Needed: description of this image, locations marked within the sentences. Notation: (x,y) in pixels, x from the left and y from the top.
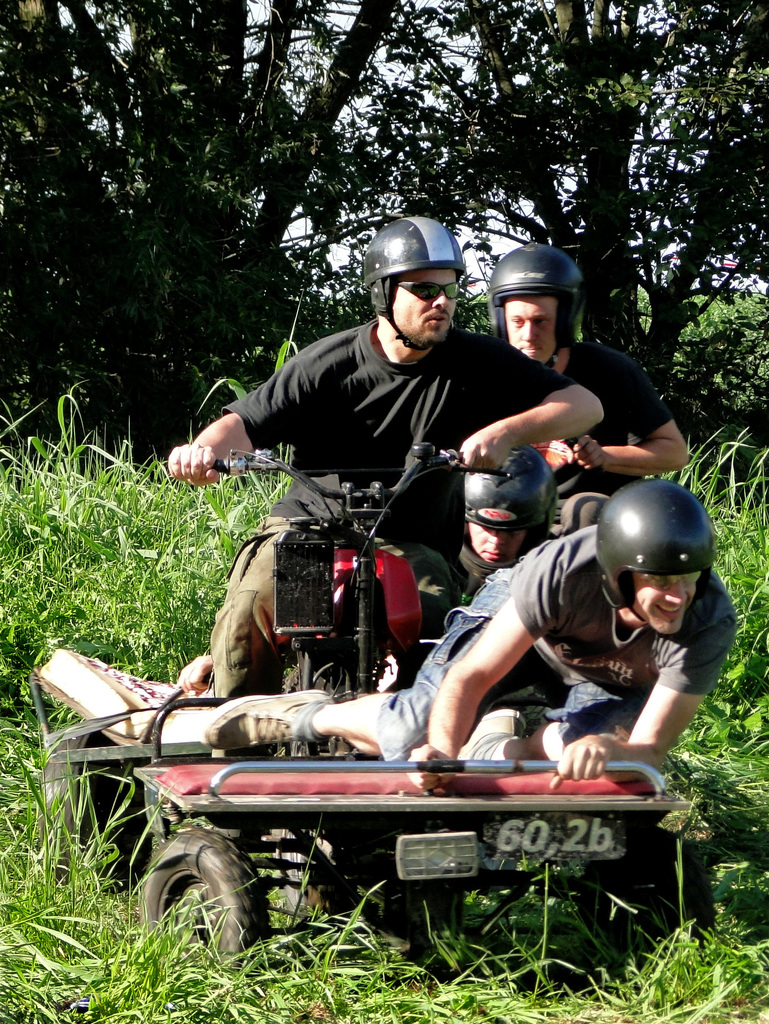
As we can see in the image there are four people (406,507) wearing helmets (490,501) and sitting on vehicle (389,662). There is grass (116,548), trees (206,329) and at the top (369,101) there is sky (404,83).
